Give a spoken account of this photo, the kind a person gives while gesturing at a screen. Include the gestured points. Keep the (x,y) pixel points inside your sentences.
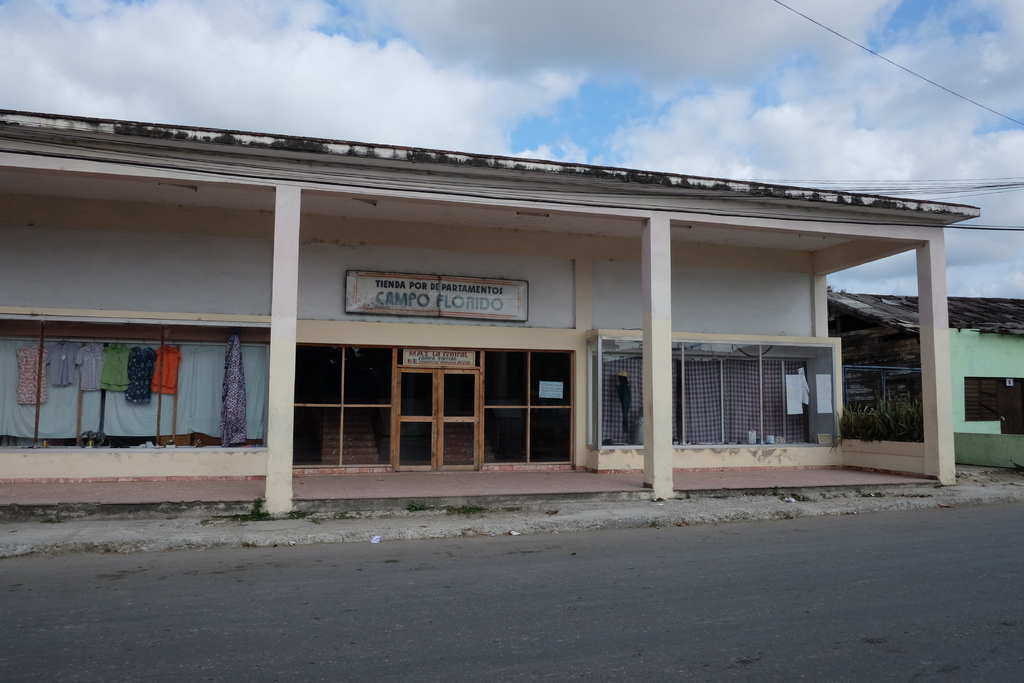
In this image, we can see a few houses (473,439). Among them, one of the houses (428,430) has a door (428,430) and some glass windows (15,418). We can see some clothes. There are some wires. We can see the ground (467,596) and the sky (982,164) with clouds (873,163). We can see some boards (475,303) with text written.
